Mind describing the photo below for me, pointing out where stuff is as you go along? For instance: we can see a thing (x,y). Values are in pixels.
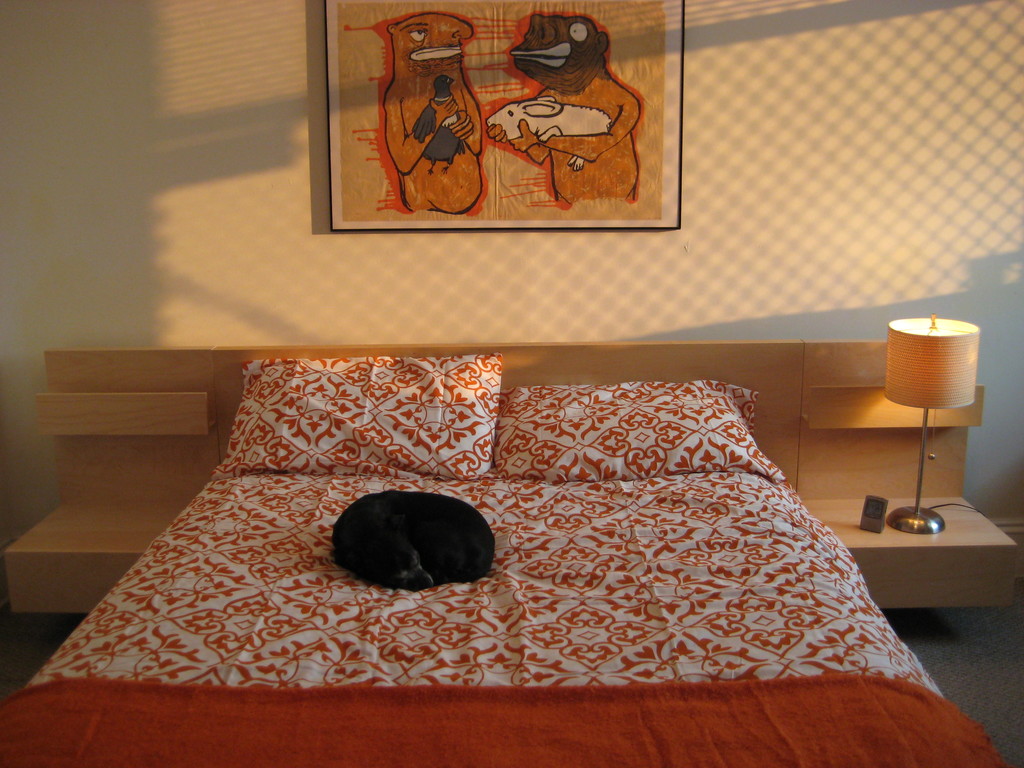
Here we can see a bed (43,745) and there are couple of pillows (473,403) present on it and beside that we can see a lamp (930,508) present on the table (896,506) and behind that on the wall (310,224) we can see painting (420,214) present.
